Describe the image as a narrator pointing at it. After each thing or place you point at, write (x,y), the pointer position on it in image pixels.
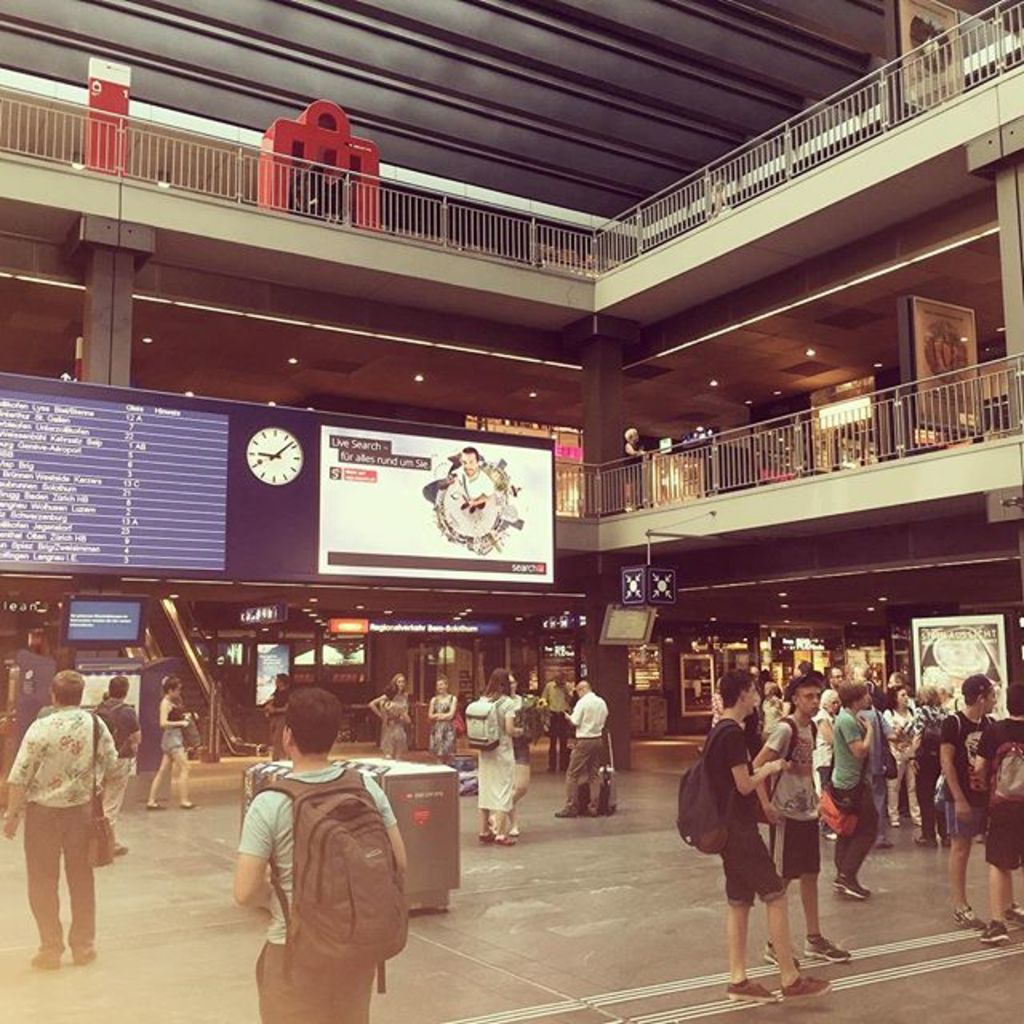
There are persons (592,791) in different color dresses (831,780) on the floor (756,905). In the background (280,465), there is a clock (290,476) and posters (456,506), there are fences (584,465) on the stairs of a building (845,340) which is having lights (787,309) on the roof (270,360) and there are other objects (365,619).
